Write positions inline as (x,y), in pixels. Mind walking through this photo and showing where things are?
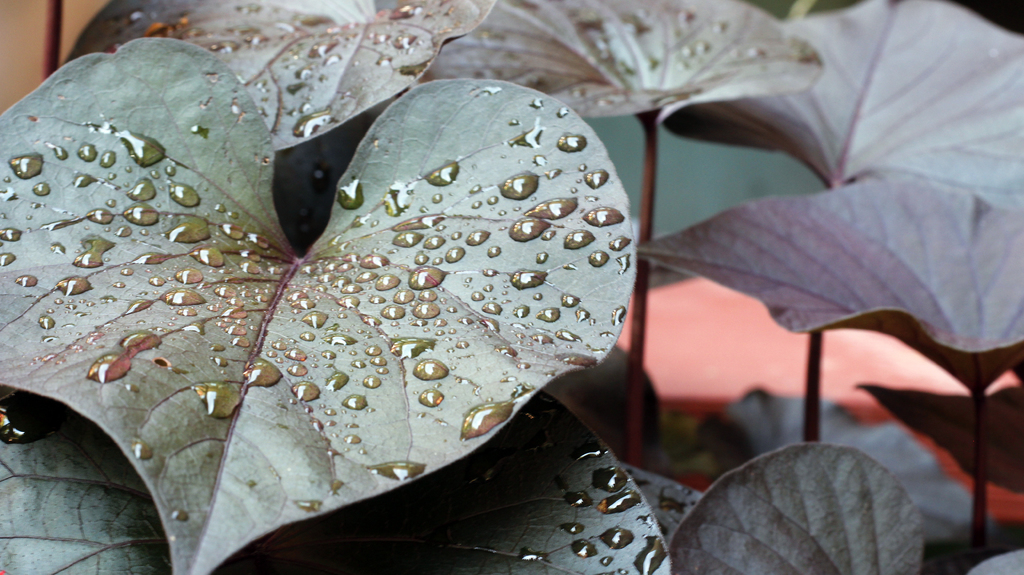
In this image we can see leaves (383,293). On the leaves (373,59) there are water droplets (429,247). In the background (710,183) it is blur.
